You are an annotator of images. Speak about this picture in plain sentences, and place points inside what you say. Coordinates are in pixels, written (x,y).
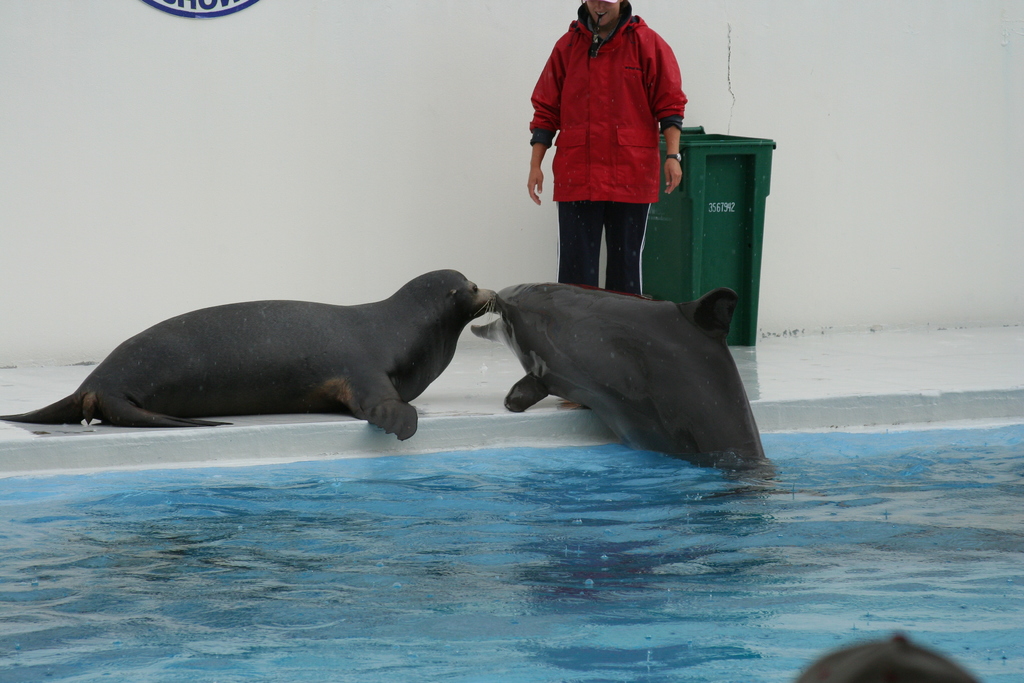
At the bottom (482,586), we see water (600,555) and this water (623,489) might be in the swimming pool (572,588). Beside that, we see a seal (402,335) and a dolphin (529,393). Beside that, we see a man (670,68) in the red jacket (624,108) is standing. Beside him, we see a garbage bin (734,197) in green color. In the background (434,94), we see a white wall (519,207).
